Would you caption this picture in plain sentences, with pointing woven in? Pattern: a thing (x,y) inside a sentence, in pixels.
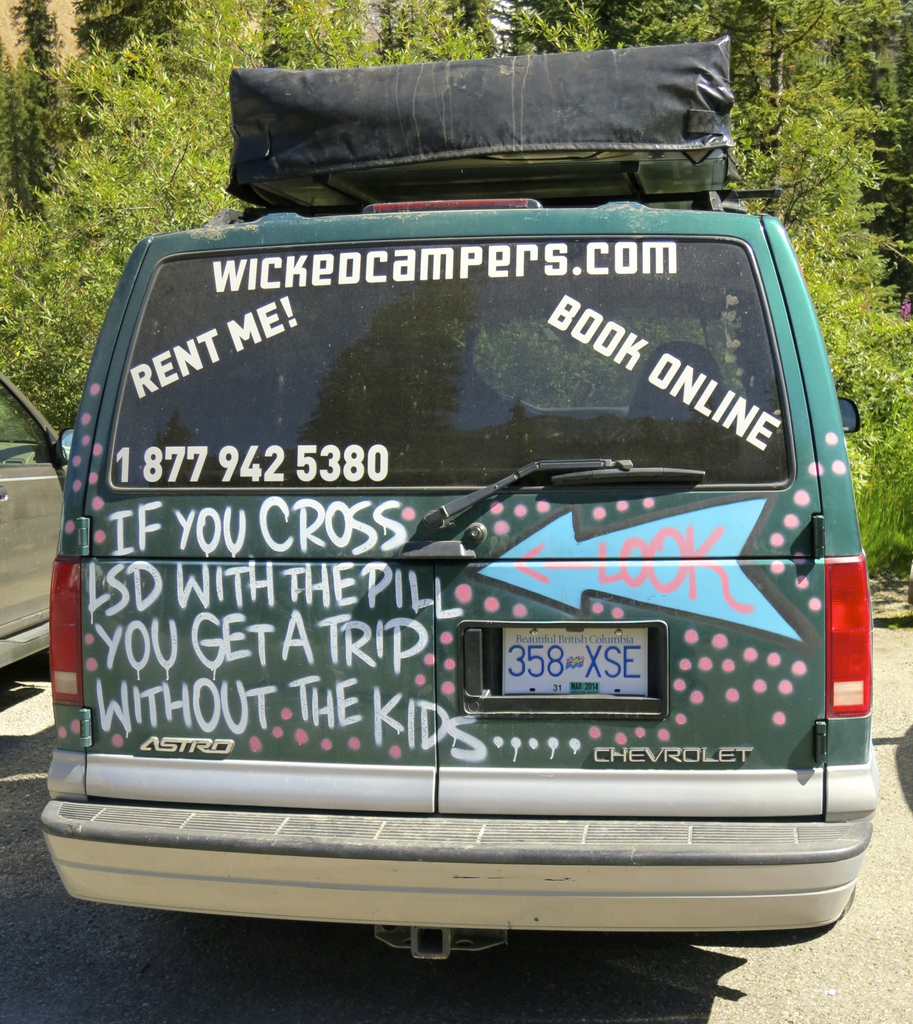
In this image there are cars (164,458) parked on the ground (92,921). In the center (400,670) there is a car (312,676). There is text (174,455) on the car (279,656). There are numbers (152,467) on the glass (231,462). There are luggage bags (452,110) on the carrier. In the background (168,83) there are trees (798,129).
